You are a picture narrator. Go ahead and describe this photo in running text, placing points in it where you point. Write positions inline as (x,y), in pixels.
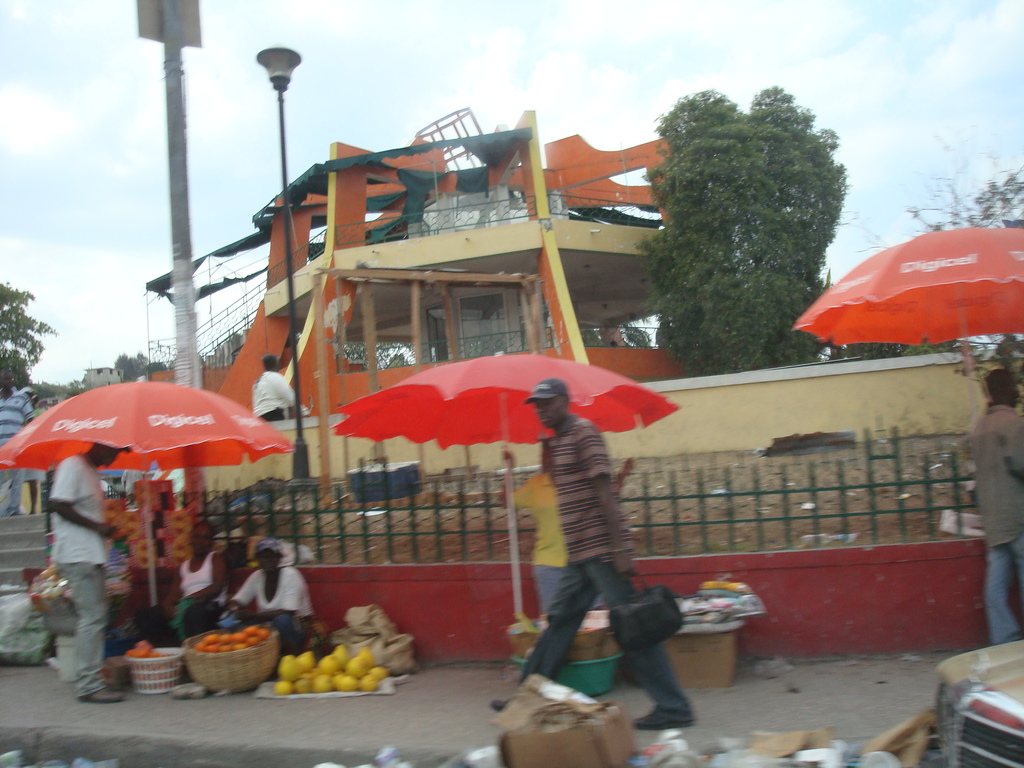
In this image in the center (500,302) there is one building (437,299), and in the foreground (222,632) there are some persons (264,616) who are sitting and selling some fruits (329,670) and also there are some baskets (237,661). In the baskets (222,658) there are some fruits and also we could see some boxes (542,757), papers (917,722), railing (433,531), umbrellas (513,403) and in the background (979,204) there are some trees (803,282). And at the top of the image (485,90) there is sky (294,90) and on the left side (171,104) there are two poles (179,117), and on the left side (25,552) there are some stairs (36,522) and some persons (9,402) are walking.
